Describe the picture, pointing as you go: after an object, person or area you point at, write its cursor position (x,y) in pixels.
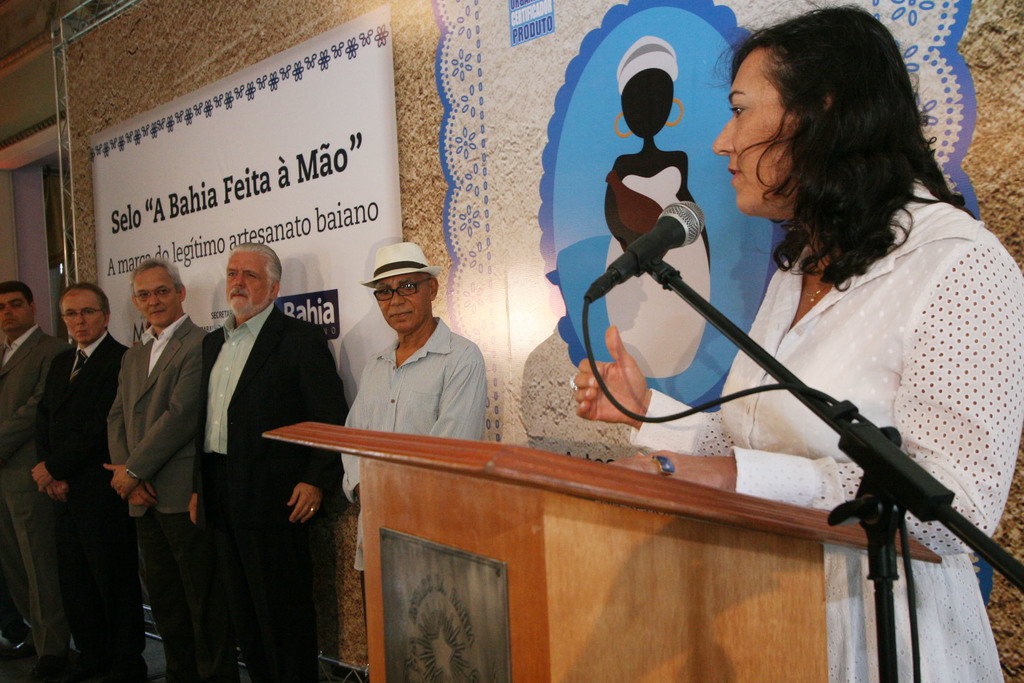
On the right side of this image (817,224) there is a woman (849,607) wearing white color dress (831,501), standing in front of the podium (771,501) and speaking on the mike (657,248). On the left side (207,385) there are few men (213,398) standing and looking at this woman (786,257). At the back of these people (912,226) there is a board (434,166) on which I can see some text (177,207) and paintings (590,155).
